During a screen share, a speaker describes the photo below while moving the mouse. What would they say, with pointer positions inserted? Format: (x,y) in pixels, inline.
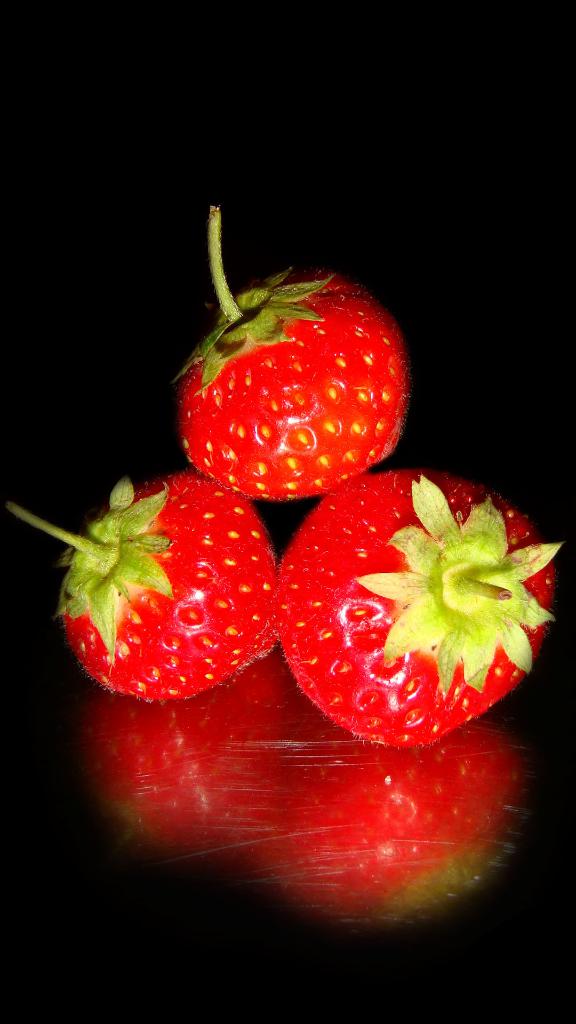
In this image, I can see three strawberries (333,688). The background (88,93) looks dark.
